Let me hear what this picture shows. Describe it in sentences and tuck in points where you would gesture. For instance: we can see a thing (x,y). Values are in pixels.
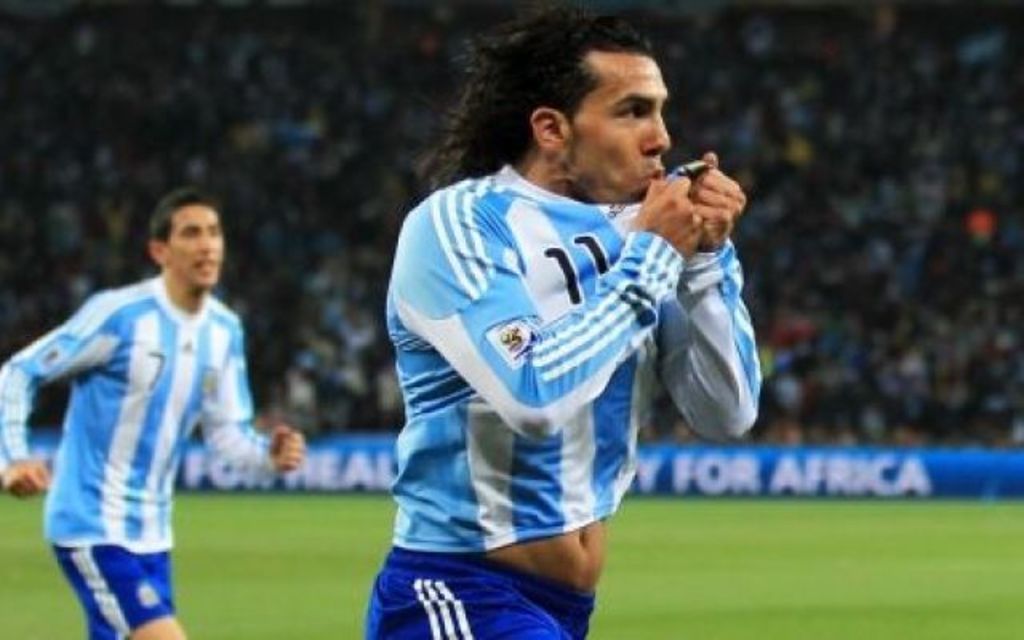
In the foreground of the image (221,392) there are two persons (422,281). In the background of the image (386,250) there are people (225,74) in stands (225,74). At the bottom of the image (855,599) there is grass (782,597).
